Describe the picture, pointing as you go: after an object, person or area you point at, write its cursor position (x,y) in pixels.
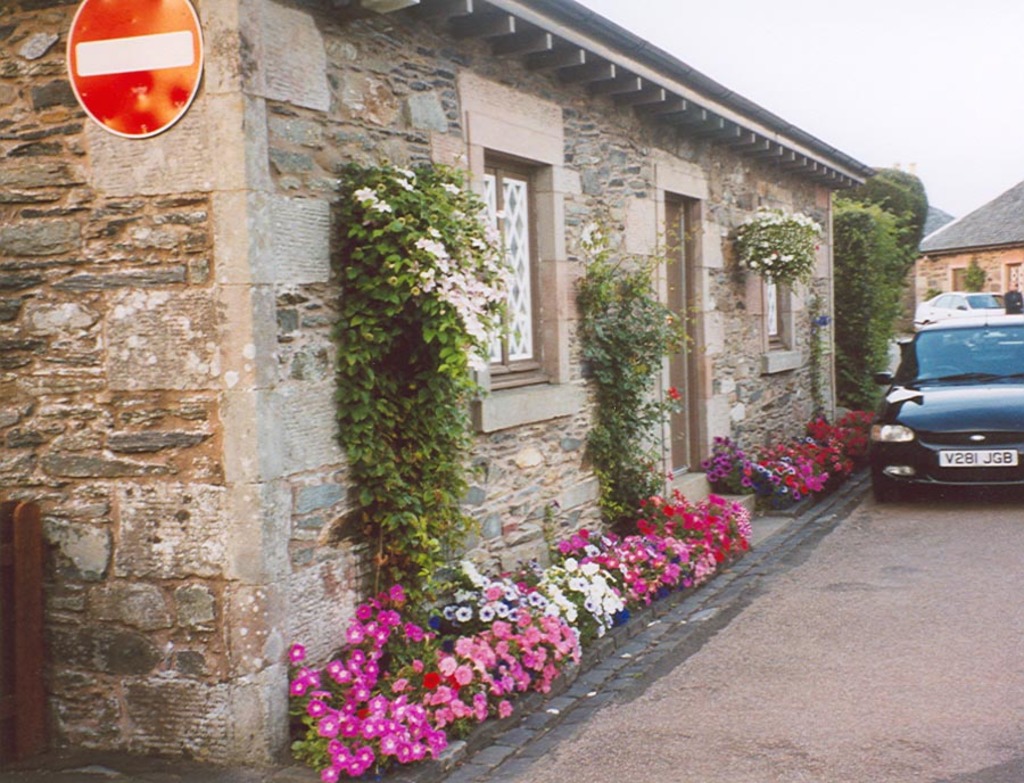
In this image we can see some houses (320,554), there are some plants (365,615) to which some flowers (365,615) are grown and there is a car (930,408) which is parked on the road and in the background of the image (961,188) there is cloudy sky (927,94).
